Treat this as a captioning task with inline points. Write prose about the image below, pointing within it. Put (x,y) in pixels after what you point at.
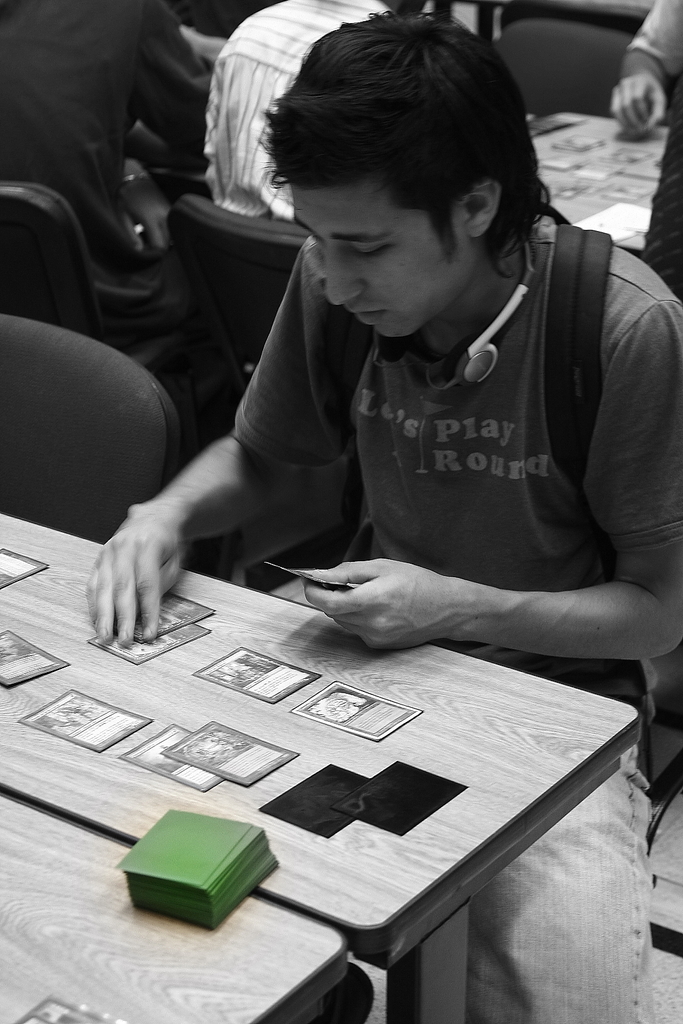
This is a black and white picture, the man (444,516) is sitting on a chair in front of the man (383,416) there is a table (330,892) on the table (366,767) there are the different kinds of cards (312,711). Background of the man (358,406) there are the other people (199,153) also sitting on a chair (250,270).
